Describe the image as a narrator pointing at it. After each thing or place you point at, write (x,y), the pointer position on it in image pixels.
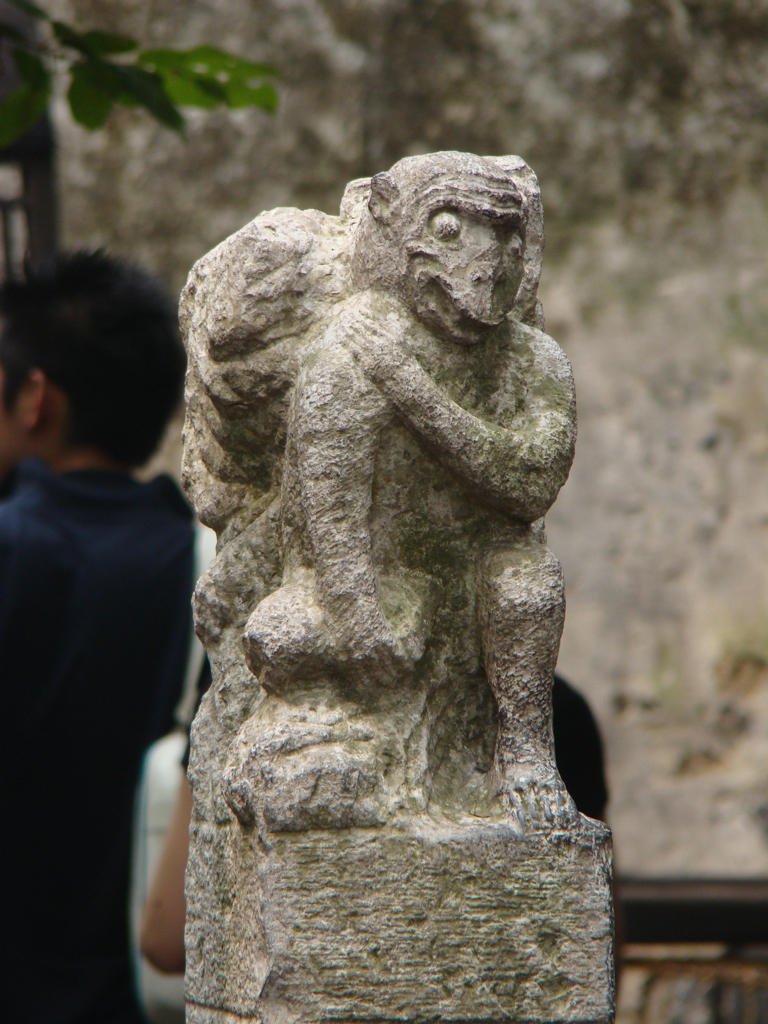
In this image we can see a statue (259,577). In the background (59,639) we can see two persons (72,574), an object (38,188), leaves (86,103) and wall (336,22).
